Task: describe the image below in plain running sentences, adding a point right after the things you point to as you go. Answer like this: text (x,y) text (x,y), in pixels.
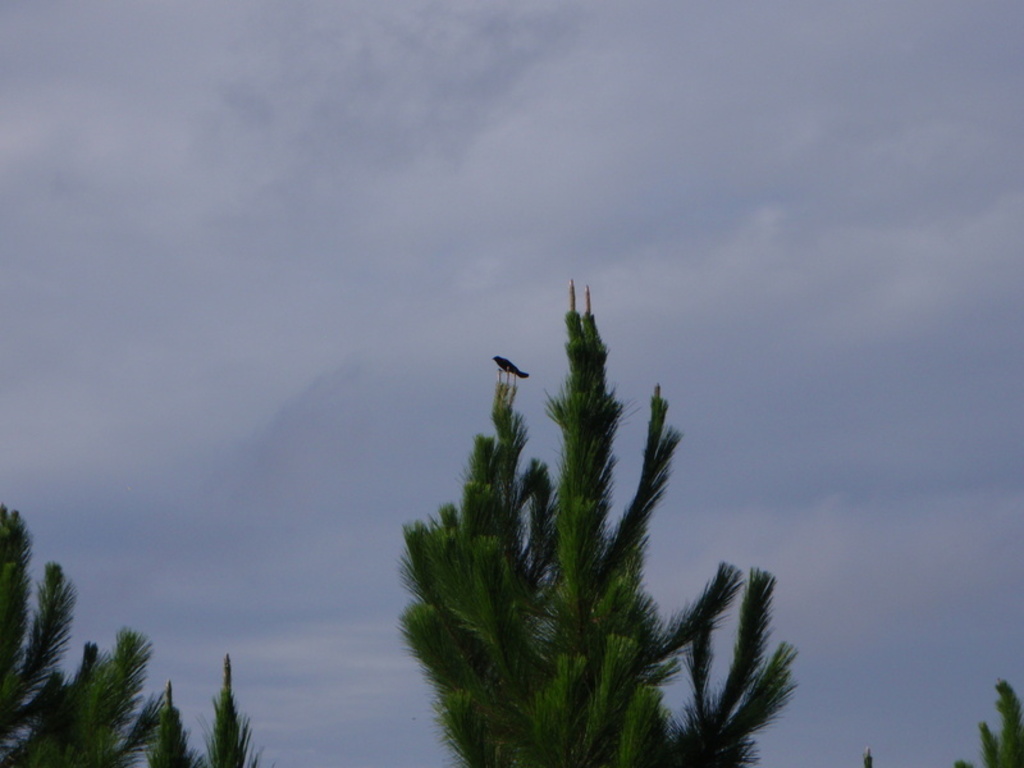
This looks like a bird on a tree (508,380). I can see the sky (550,219). These are the trees (552,706) with branches (729,765) and leaves (1001,737).
